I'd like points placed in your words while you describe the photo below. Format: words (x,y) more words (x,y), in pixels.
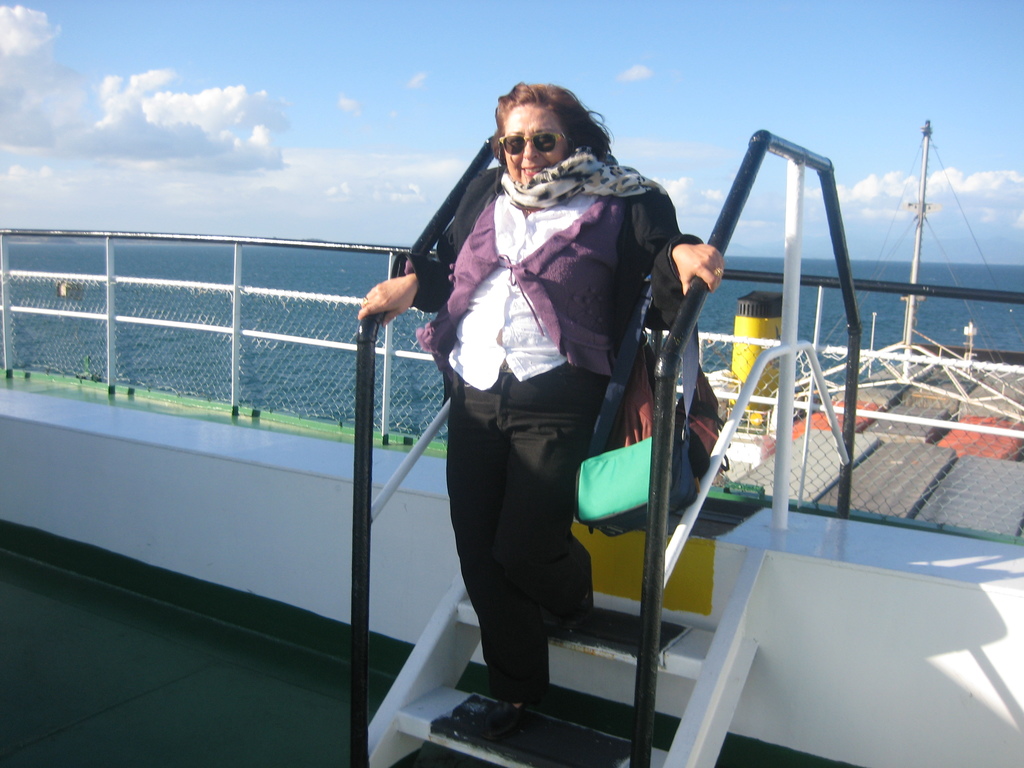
In the image in the center (501,413), we can see one person (523,454) standing on the staircase (847,475). And there is a fence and a few other objects (836,451). In the background (898,229) we can see the sky (322,89), clouds (246,128) and water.
